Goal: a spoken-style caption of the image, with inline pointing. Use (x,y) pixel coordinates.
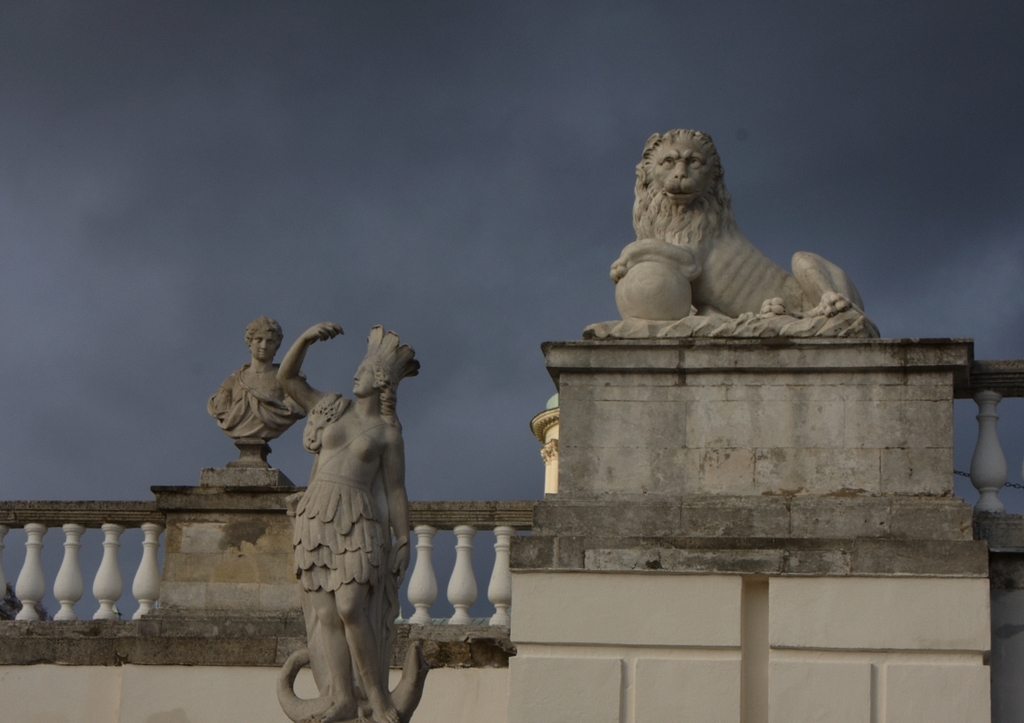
In this image in front (357,566) there are statues (328,527). In the background of the image (501,577) there is a railing (458,552). At the top of the image (380,104) there is sky (388,102).
